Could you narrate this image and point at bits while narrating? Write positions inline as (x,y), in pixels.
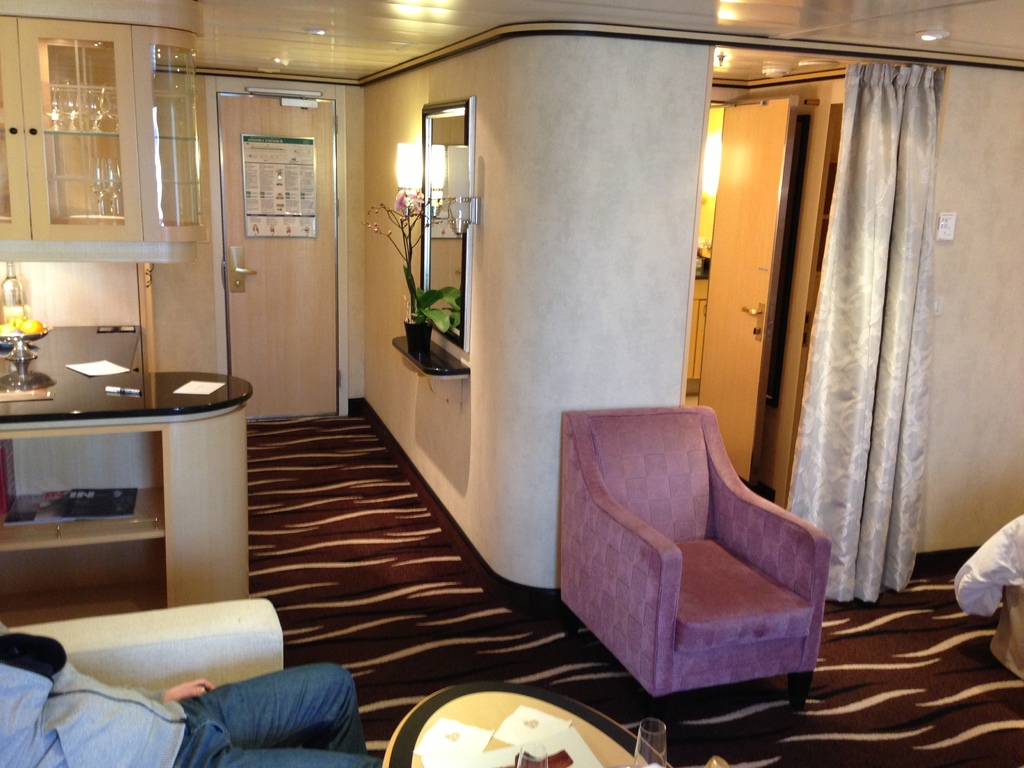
In this image, on the left (143,717), there is a person (178,721) sitting on the chair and there are glasses (531,746) and papers (511,747) on the table (598,756) and we can see some other chairs (797,538) on the right (709,554). In the background (189,388), there is a pen (126,394), paper (191,388) and fruits (26,330) which are on the counter table (112,399) and here we can see a flower pot (407,300) and there is a door (749,226) and curtain (889,351).
